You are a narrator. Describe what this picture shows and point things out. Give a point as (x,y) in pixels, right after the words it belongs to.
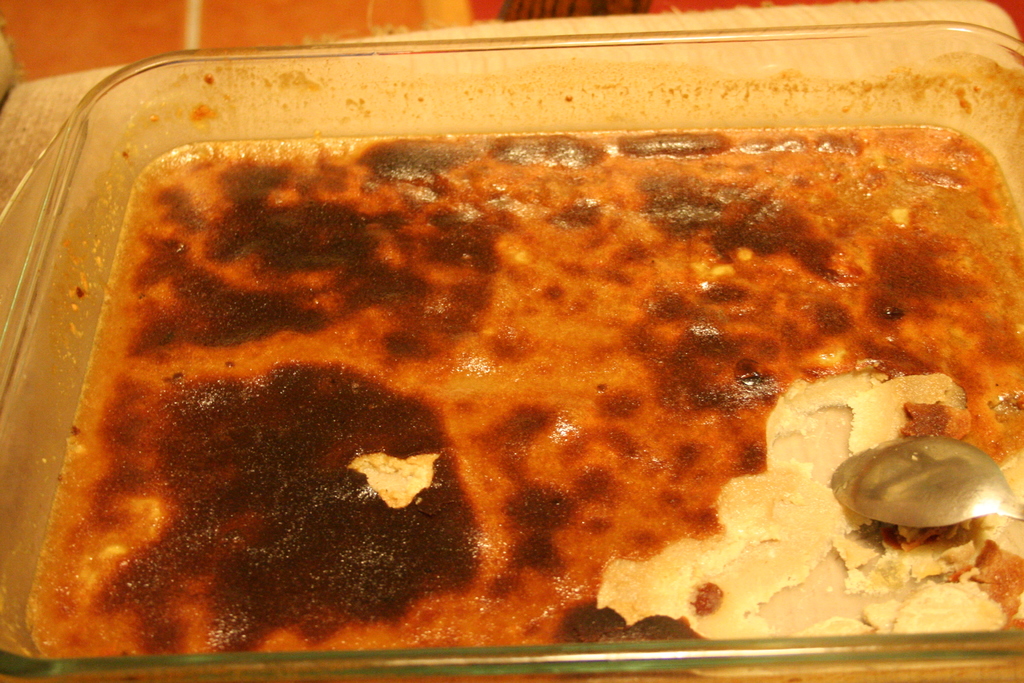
On the table (15,42) there is a bowl (238,656). In the bowl (739,640) we can see the cake (700,482) and spoon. On the left (19,127) there is a mat (28,114).
